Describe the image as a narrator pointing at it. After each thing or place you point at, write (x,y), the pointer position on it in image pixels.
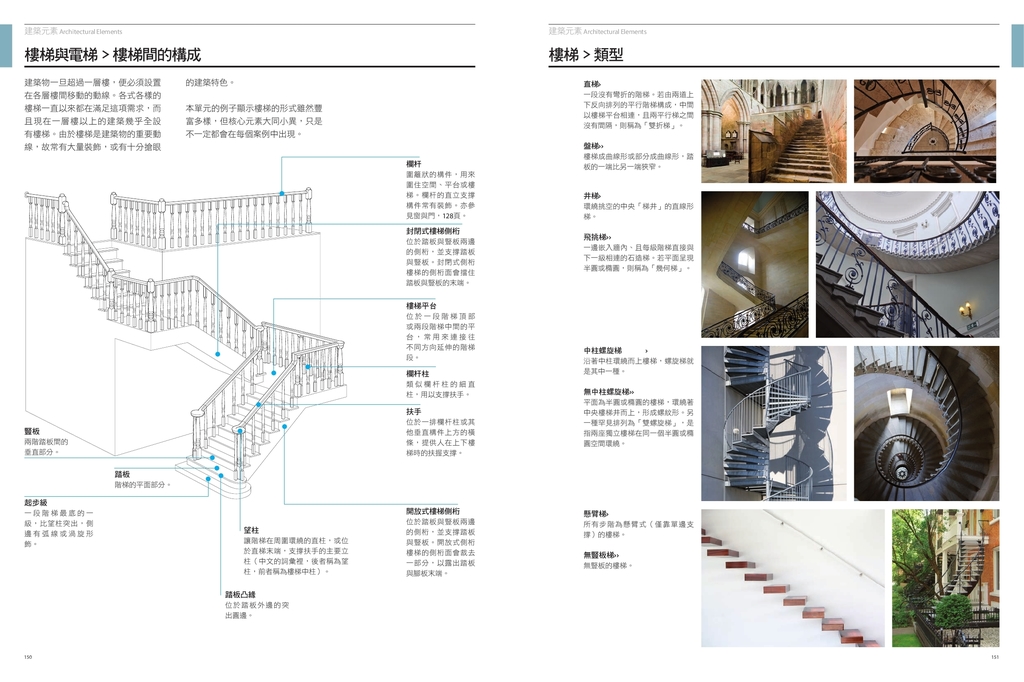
In this image we can see a layout (202,385) of a staircase (244,343) on the left side (248,321) with labels (345,505). Also something is written on the image. On the right side (875,279) we can see images (824,151) of staircase (867,298) with railings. In the right bottom corner (943,555) there is an image (906,593) with trees (905,569) and building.
